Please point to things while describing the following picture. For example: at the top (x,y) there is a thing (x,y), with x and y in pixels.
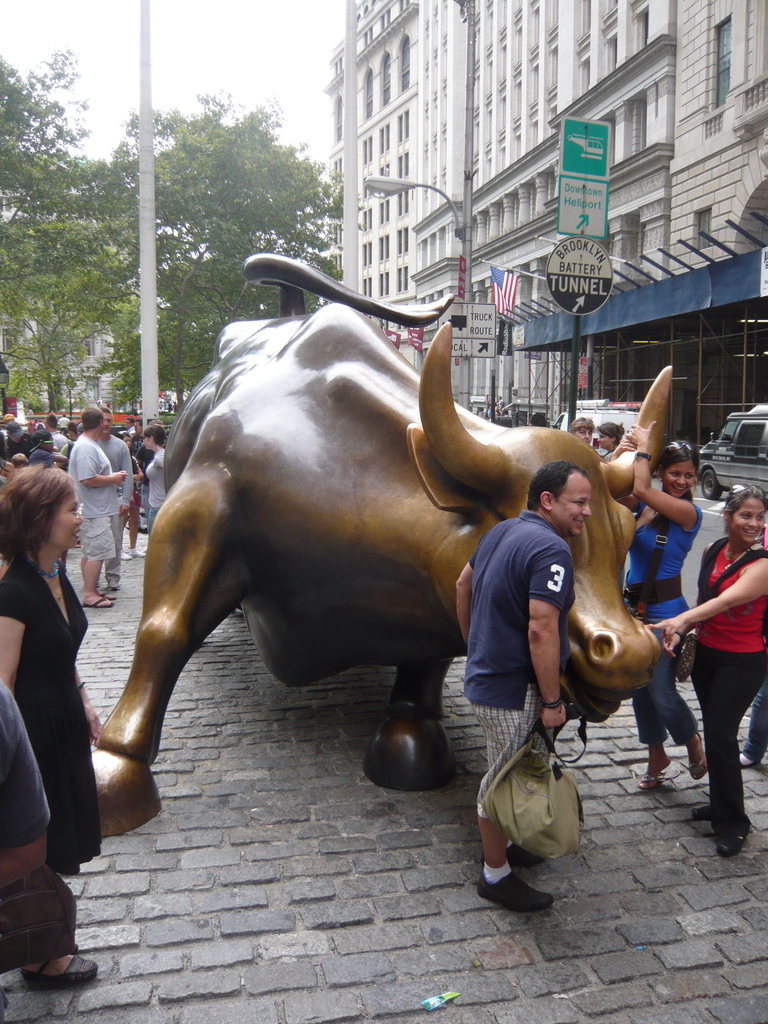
In the image in the center (432,361), we can see on the statue (424,558). And we can see a few people (24,590) are standing and holding some objects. In the background (191,36), we can see the sky (279,62), clouds (203,35), trees (247,149), buildings (738,57), poles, sign boards (765,266) and flags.
